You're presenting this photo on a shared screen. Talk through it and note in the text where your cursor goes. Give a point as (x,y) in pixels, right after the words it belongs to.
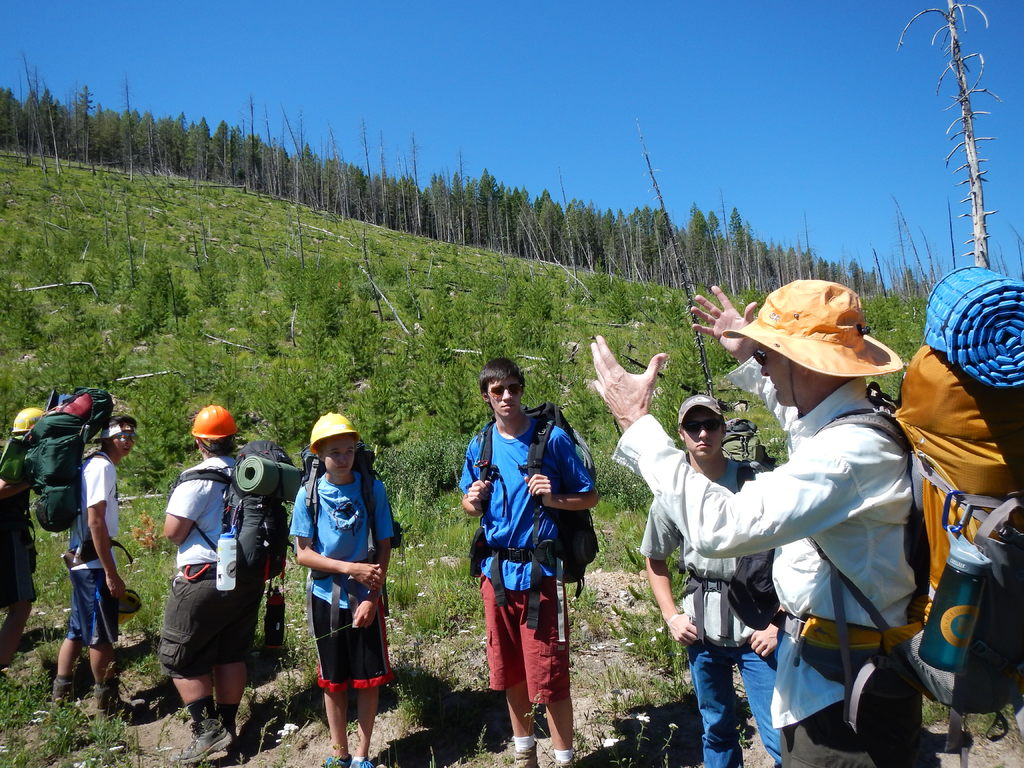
In this image we can see a group of people (766,498) standing on ground (697,743) carrying bags (78,518), some persons (384,508) are wearing helmets (212,437) and some persons (110,470) is wearing goggles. In the background (913,346), we can see a group of trees (911,327), hill (371,332) and the sky (629,155).
